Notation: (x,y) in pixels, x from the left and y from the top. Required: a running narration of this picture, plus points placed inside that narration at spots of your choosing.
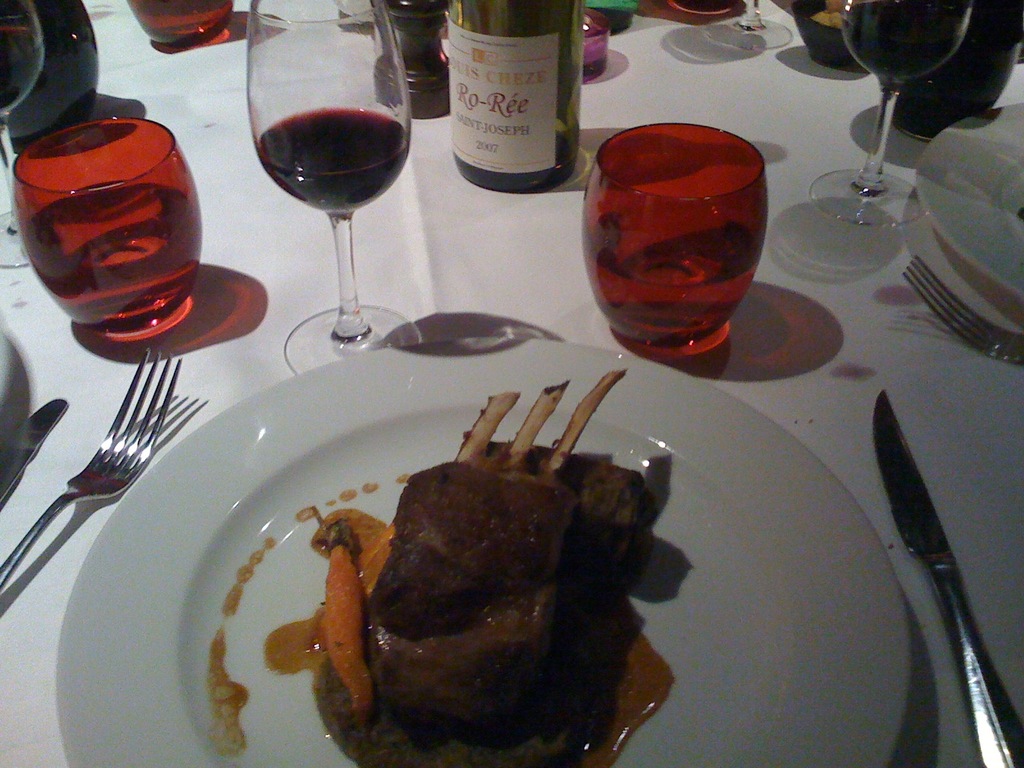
In this image we can see there is a table (990,542) with food (632,504) on the plate (711,747), behind that there are so many glasses (330,151) with drinks (307,151) and bottle (571,148) beside them.
